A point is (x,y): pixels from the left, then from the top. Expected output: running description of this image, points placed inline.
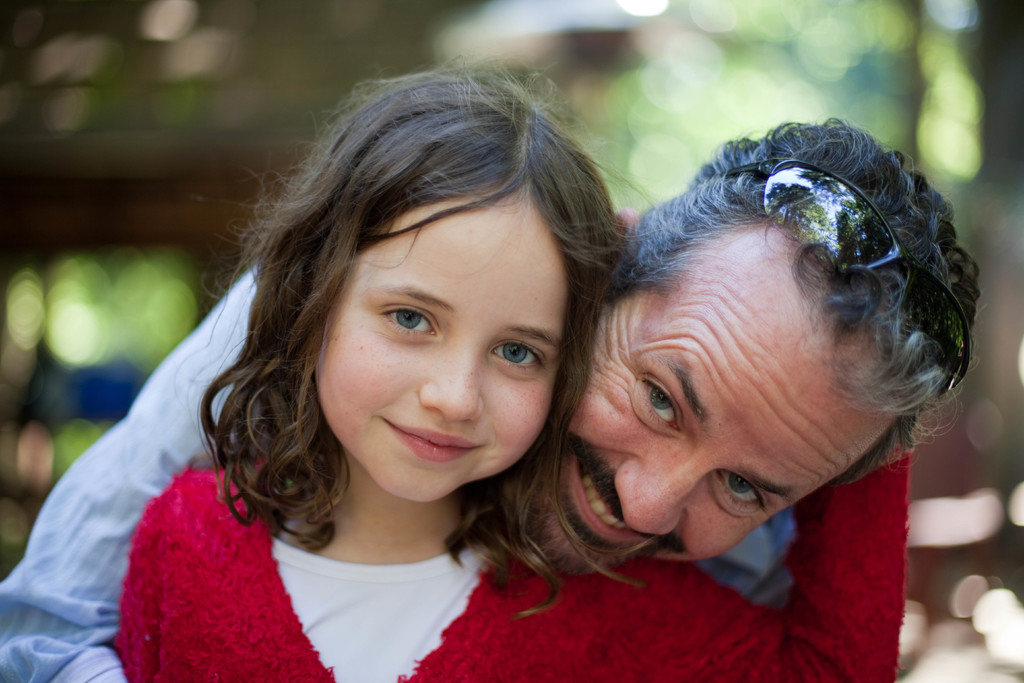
In the foreground of this image (305,485), there is a girl (375,598) in red dress (594,630). Behind her, there is a man (716,404) and the background (149,244) image is blur.
